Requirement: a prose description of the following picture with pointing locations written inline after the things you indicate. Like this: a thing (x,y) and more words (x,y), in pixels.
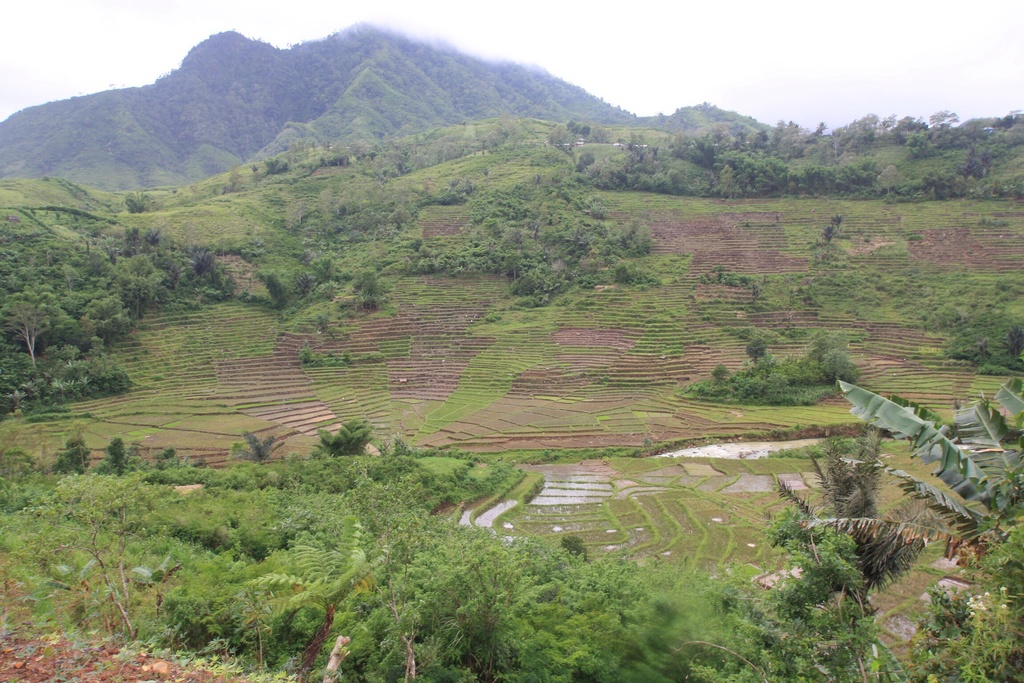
In this image at the bottom (311,562) there are some plants (1012,607), trees (808,573) and grass (652,497), and in the background (258,193) there are mountains (967,223), trees (962,185), sand (645,361) and also we could see some water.
